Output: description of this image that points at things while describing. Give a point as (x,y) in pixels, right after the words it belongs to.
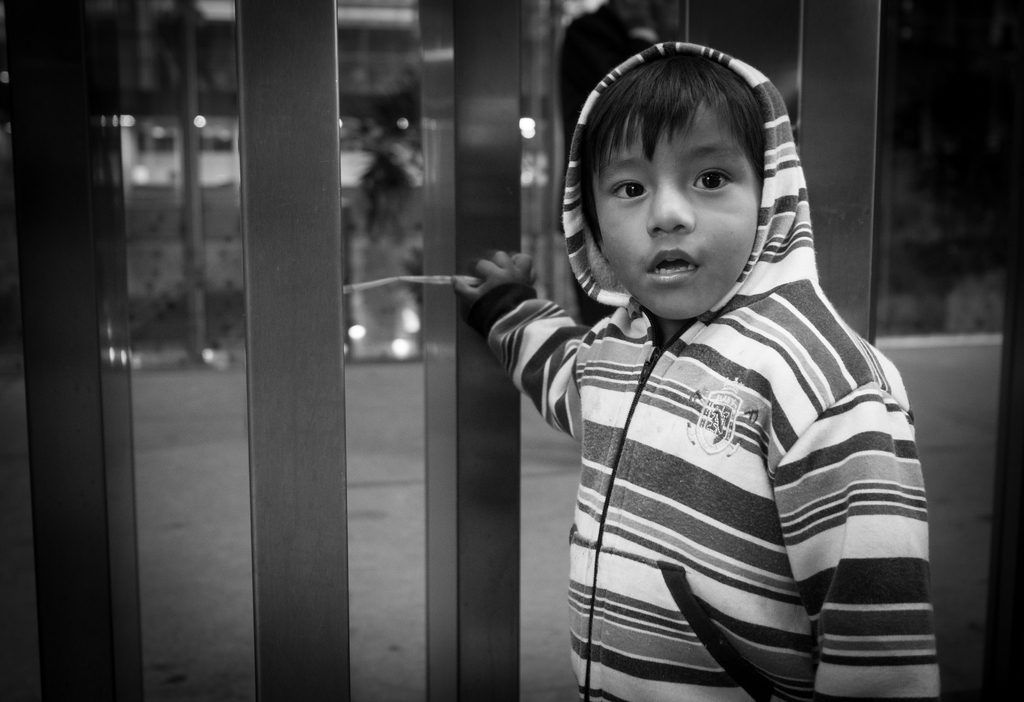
This is a black and white image. We can see some poles (445,338). We can see a kid (622,363) holding a stick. We can also see the blurred background (216,19) and some lights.
